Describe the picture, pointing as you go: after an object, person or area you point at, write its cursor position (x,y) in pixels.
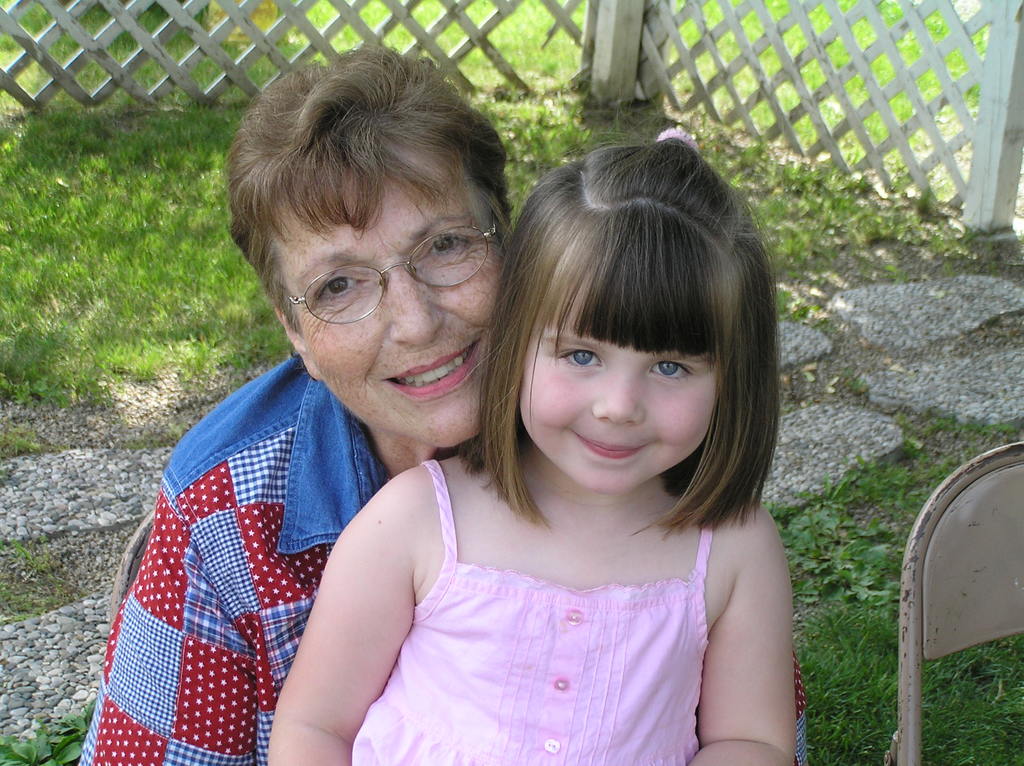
In this image in the front (437,507) there are persons (405,525) sitting and smiling. On the right side (959,578) there is an empty chair (970,597) and in the background (873,639) there is grass (174,225) on the ground (174,225) and there is a fence (647,23) which is white in colour.
